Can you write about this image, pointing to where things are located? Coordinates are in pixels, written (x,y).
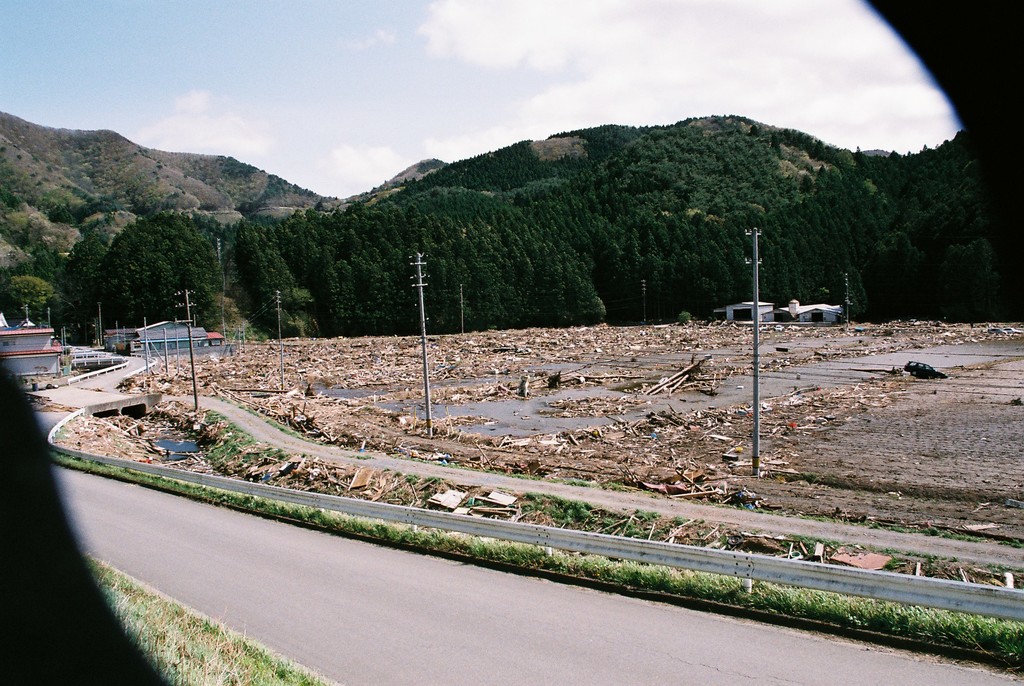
In this image we can see a road (352,591) and few poles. Behind the poles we can see group of objects (433,363), trees (590,319), mountains (381,258) and houses (741,315). At the top (486,127) we can see the sky (233,130).
